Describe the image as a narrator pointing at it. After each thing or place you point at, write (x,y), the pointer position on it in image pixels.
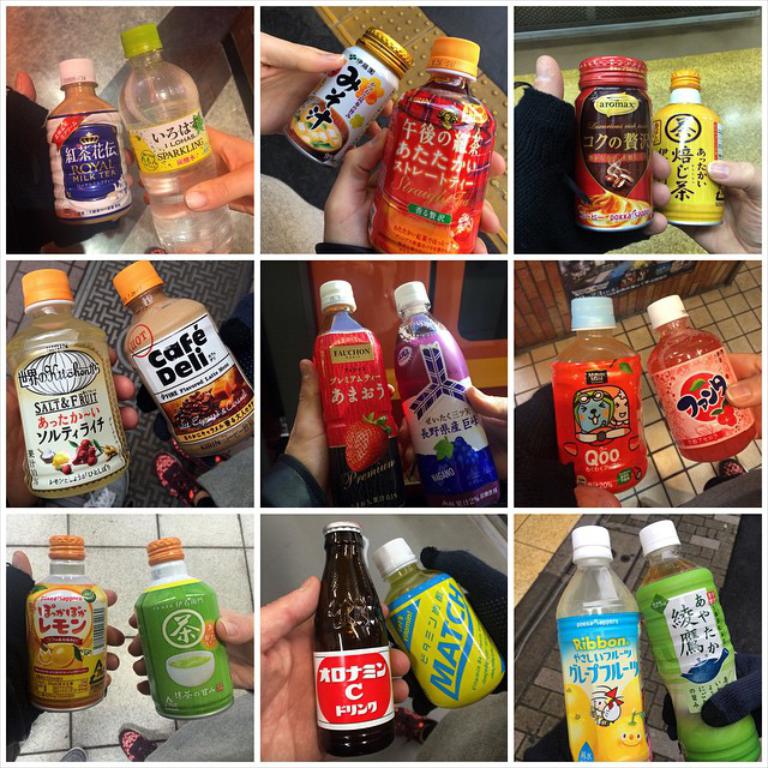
This is a collage. there are nine images. In each images there are different drinks (349,343) and they are having different brands. And it is hold by a different persons (322,440).
